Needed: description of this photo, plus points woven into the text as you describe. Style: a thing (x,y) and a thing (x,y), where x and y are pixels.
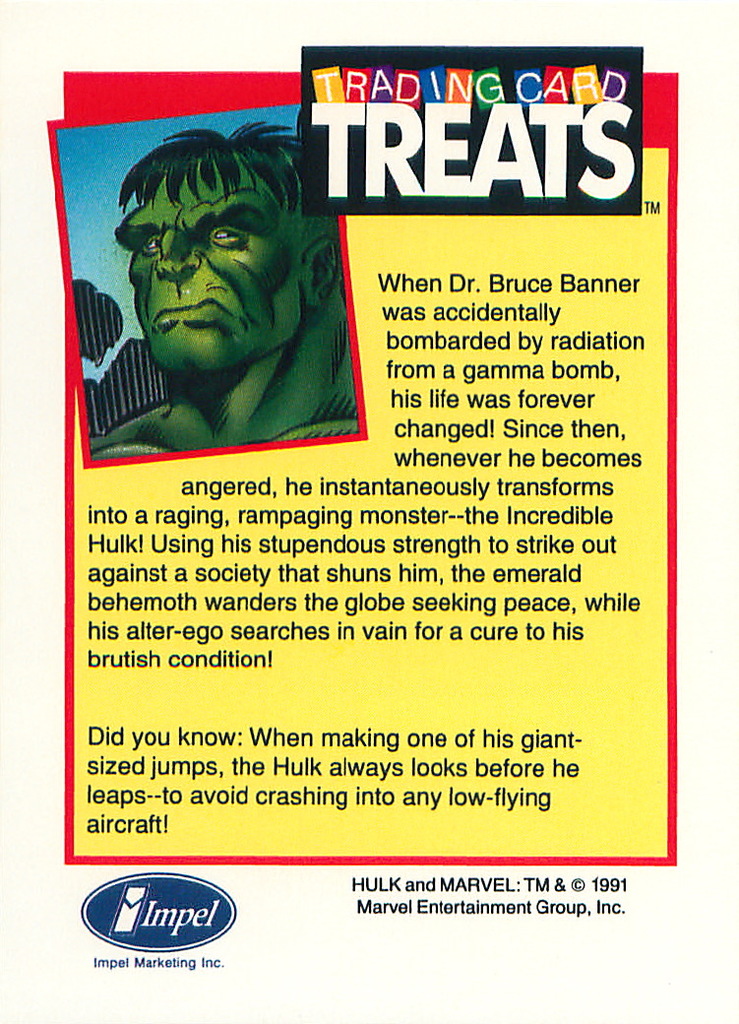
In this picture we can see a poster (472,792) with an animated image (295,312) and some information (589,499).
